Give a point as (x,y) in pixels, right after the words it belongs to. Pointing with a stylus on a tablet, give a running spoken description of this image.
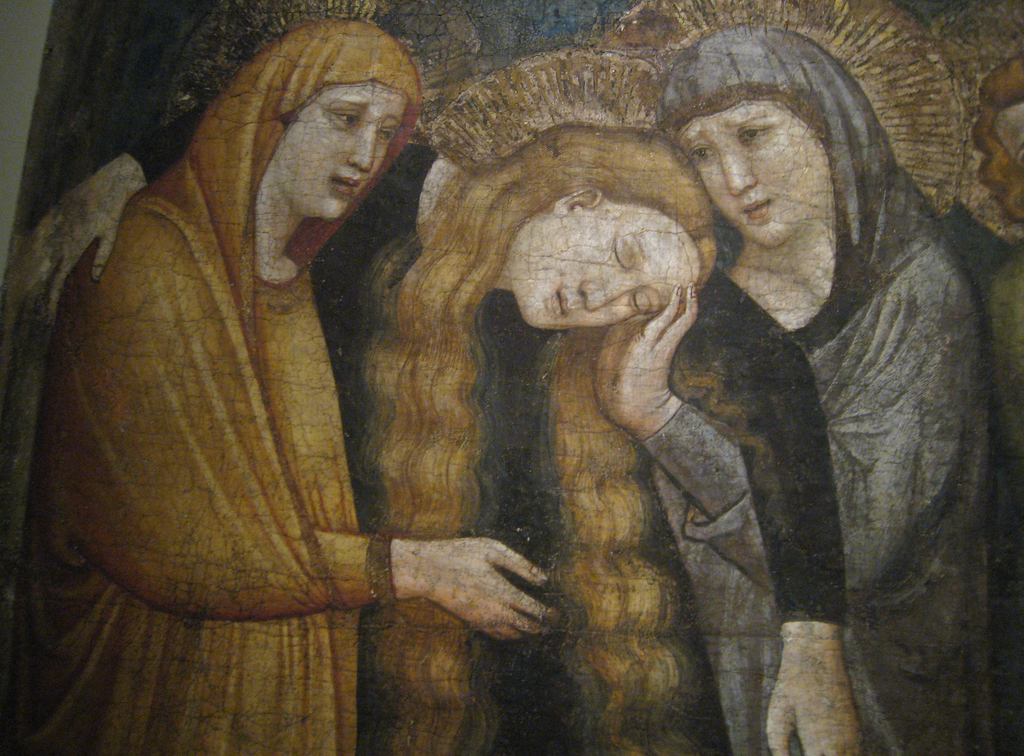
In this image, we can see some art (710,454).
